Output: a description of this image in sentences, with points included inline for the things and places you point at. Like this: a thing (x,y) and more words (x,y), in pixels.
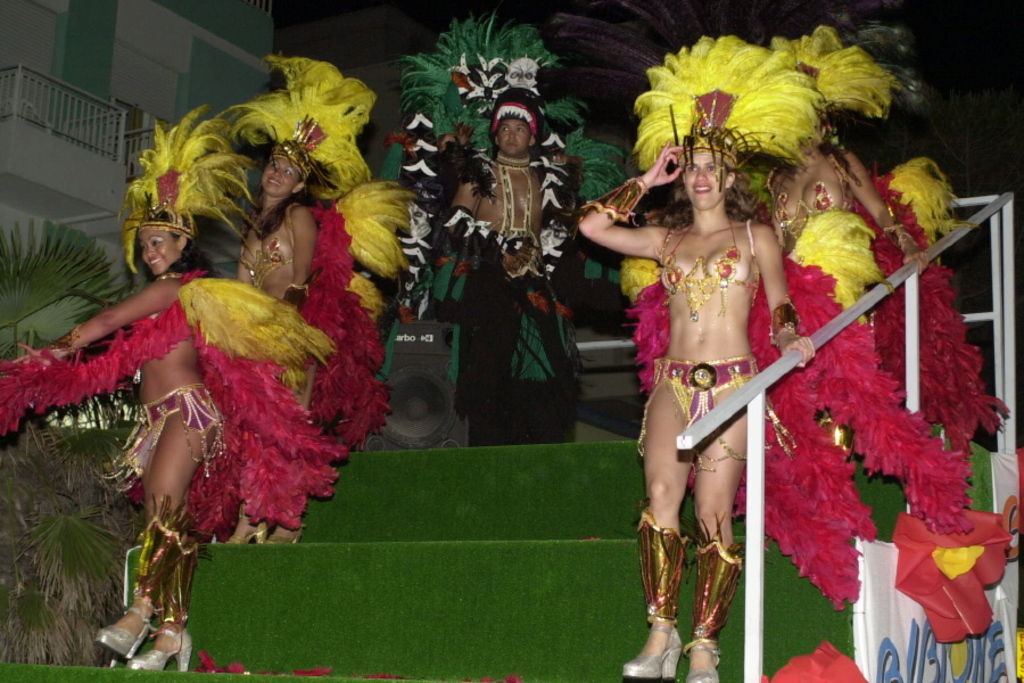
In this image we can see a few people (219,423) standing on the steps (387,459) and wearing the costumes (317,475), there are some buildings (28,212) and posters (893,603) with some text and the background (131,106) is dark.
